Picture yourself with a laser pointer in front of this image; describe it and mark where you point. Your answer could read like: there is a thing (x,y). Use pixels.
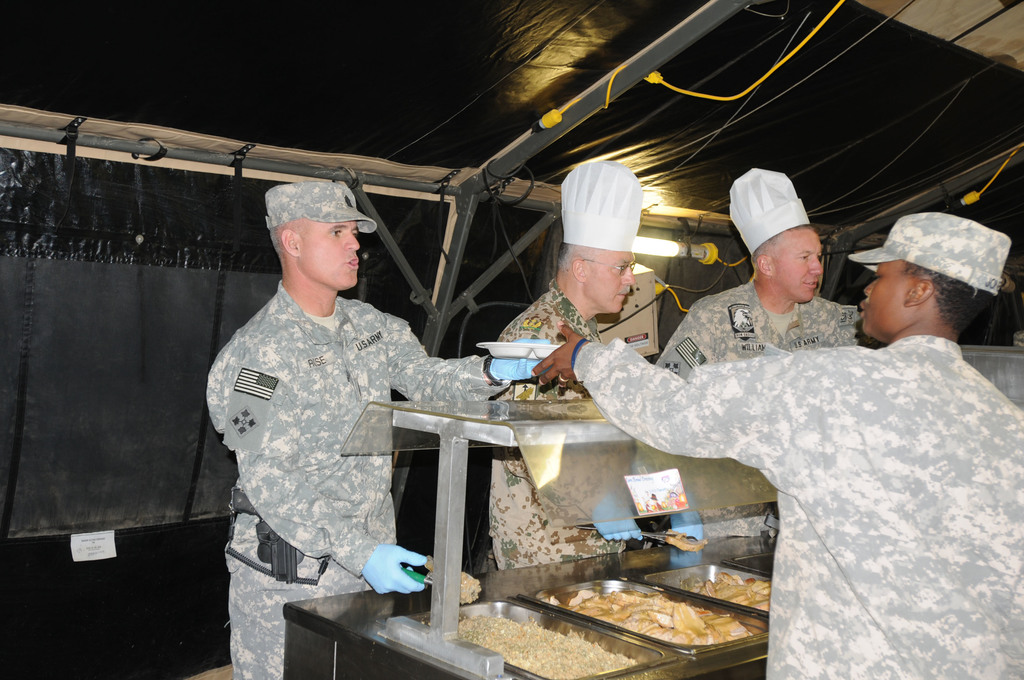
In this image we can see four people (637,359) wearing a military dress (264,657). There is a food counter (345,676) in which there are food items (616,600) in containers (666,590). At the top of the image (106,98) there is a black colored cloth (217,110). There are rods (622,84). To the left side of the image (133,381) there is a cloth (141,437).
